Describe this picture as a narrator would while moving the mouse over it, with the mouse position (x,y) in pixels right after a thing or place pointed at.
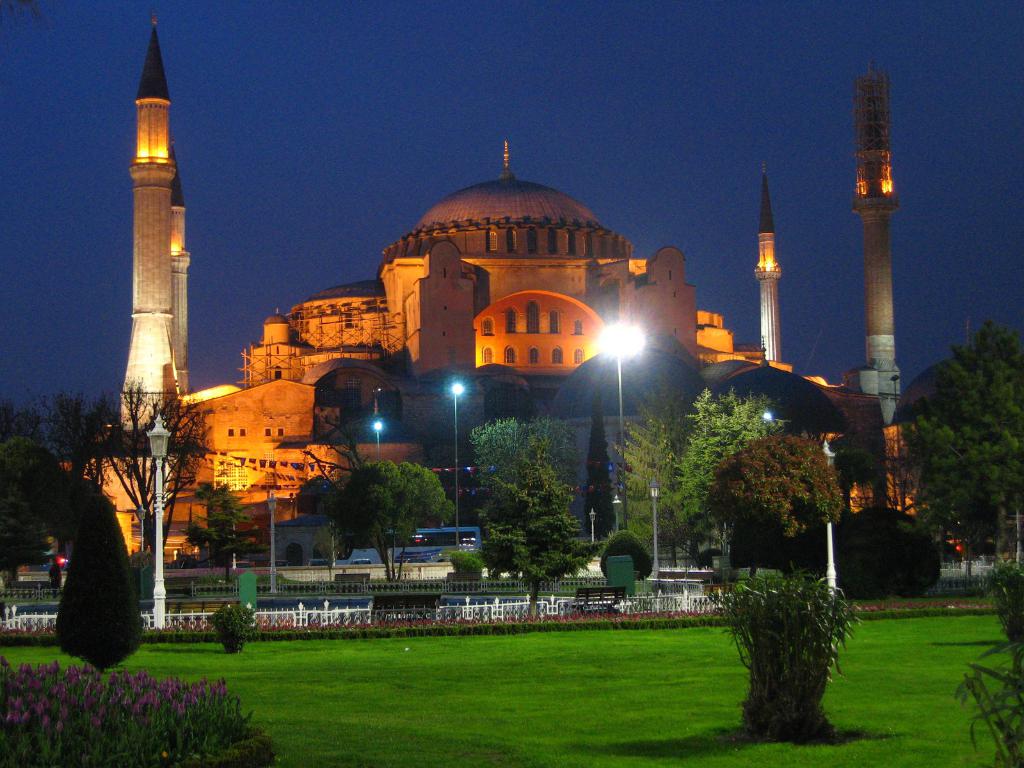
In the picture I can see a mosque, fence (495,605), pole lights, the grass (443,680), plants (439,625) and trees (431,498). In the background (308,233) I can see the sky (319,164).
